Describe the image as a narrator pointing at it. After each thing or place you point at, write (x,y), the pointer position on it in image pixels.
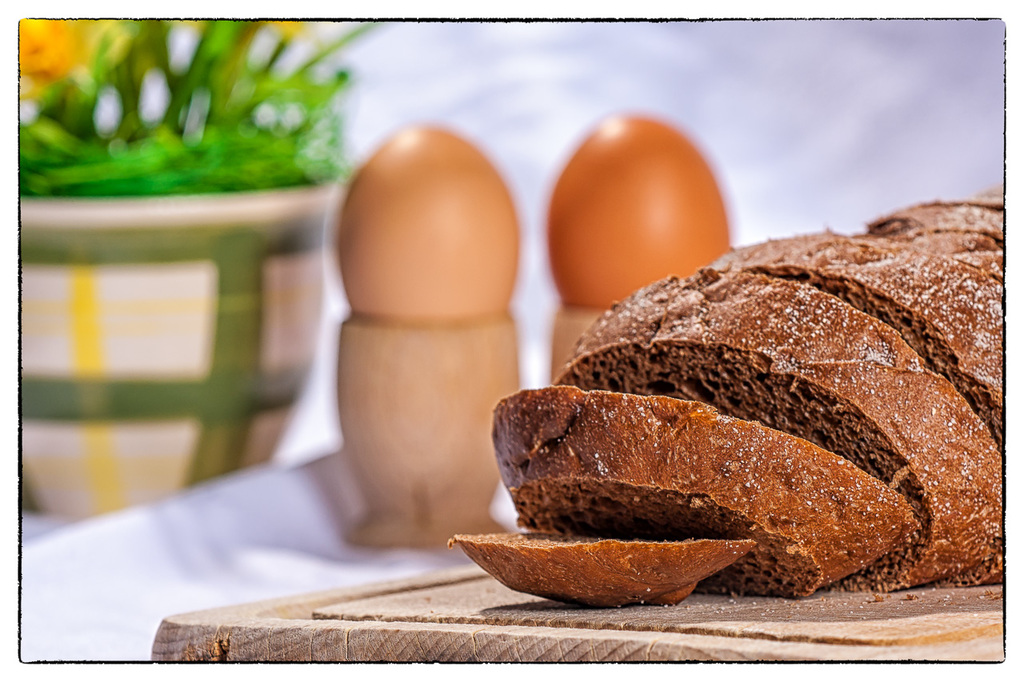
In this image on a wooden plate (489,620) there are slices of bread (771,372). There are two eggs (453,316) on two stands (507,364). In the top left (150,125) there is a plant pot (143,278).
